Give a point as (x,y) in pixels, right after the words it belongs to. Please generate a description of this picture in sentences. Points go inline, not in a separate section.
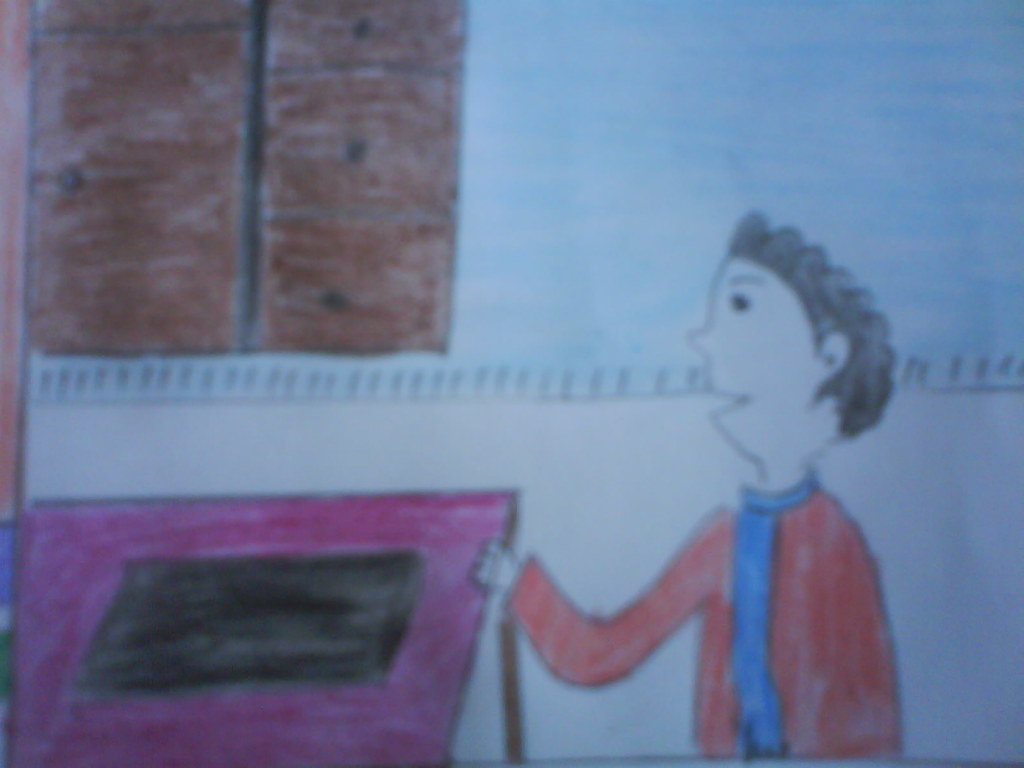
In this image, we can see an art (818,337) contains depiction of a person (733,546) and window (213,310).
